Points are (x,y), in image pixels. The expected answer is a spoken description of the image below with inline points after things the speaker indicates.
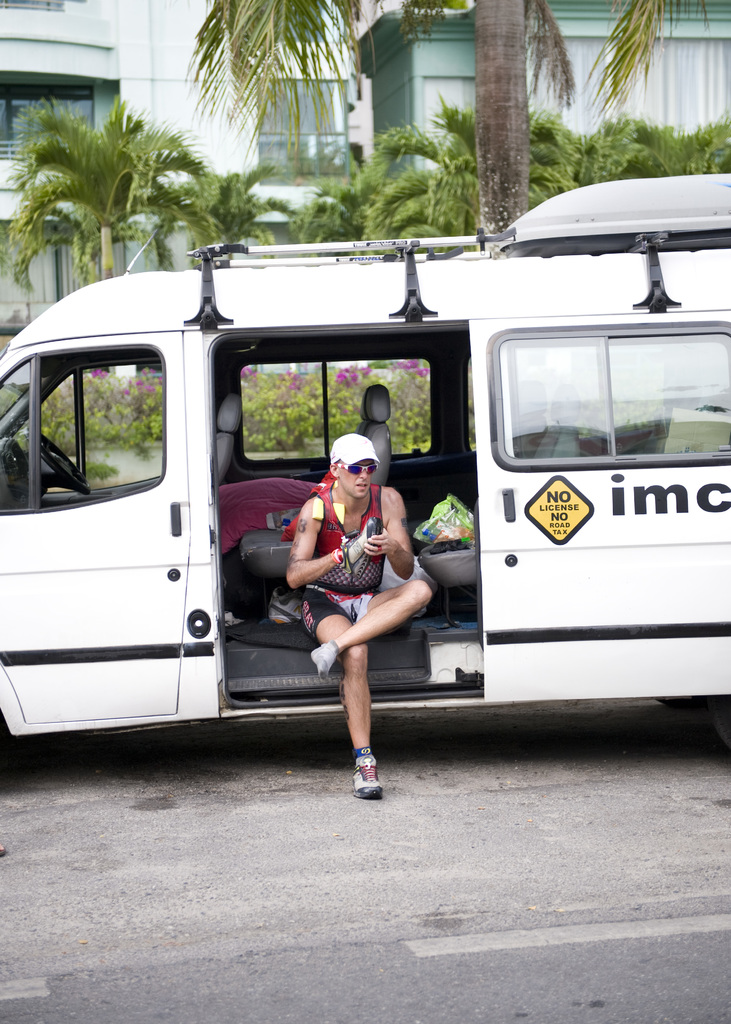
It is a road (308,913) beside the road (322,928) there is a van (416,462), in the one door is opened, a man (356,622) is sitting in the vehicle (384,649) by putting his legs (370,711) out beside him there are two seats (368,426), he is wearing a white color hat (364,448) and goggles (370,469), in the background (493,205) there is a tree (507,34), behind that there are some other trees (389,191) and behind that there are two buildings (387,80).
